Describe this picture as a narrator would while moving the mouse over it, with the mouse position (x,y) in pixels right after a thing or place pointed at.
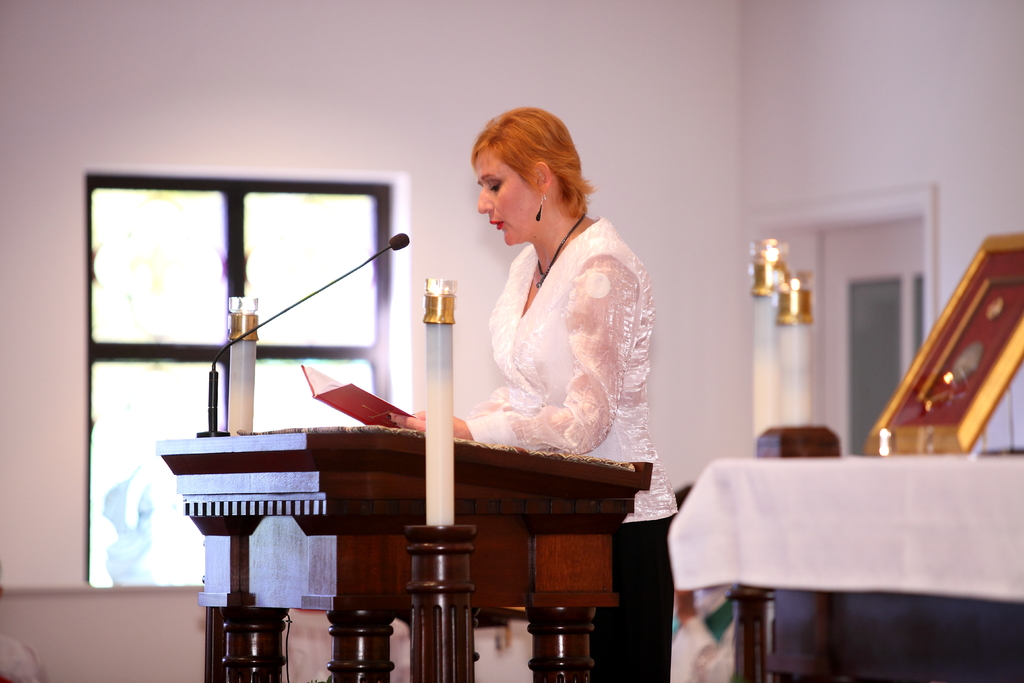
In this image, wearing clothes (570,396) and standing in front of this mic (405,237). There is a podium (509,567) in front of this person (542,345). There is a table (757,503) covered with a cloth (791,462). This person (507,211) looking at this book (360,403). There is a window (177,209) attached to the wall (522,72).
